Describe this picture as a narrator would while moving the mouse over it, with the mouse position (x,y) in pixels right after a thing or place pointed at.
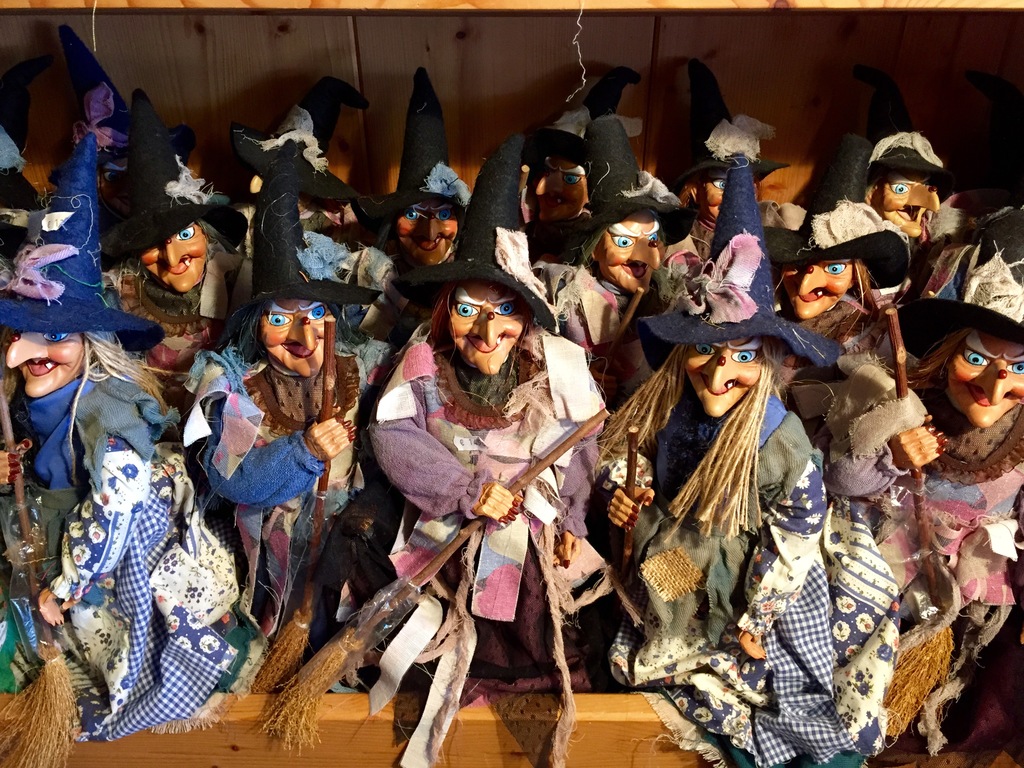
Here in this picture we can see number of witch dolls (593,354) present on the table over there and all the dolls (714,441) are having hats (554,325) and carrying brooms (535,473) in their hands (496,515) over there.
